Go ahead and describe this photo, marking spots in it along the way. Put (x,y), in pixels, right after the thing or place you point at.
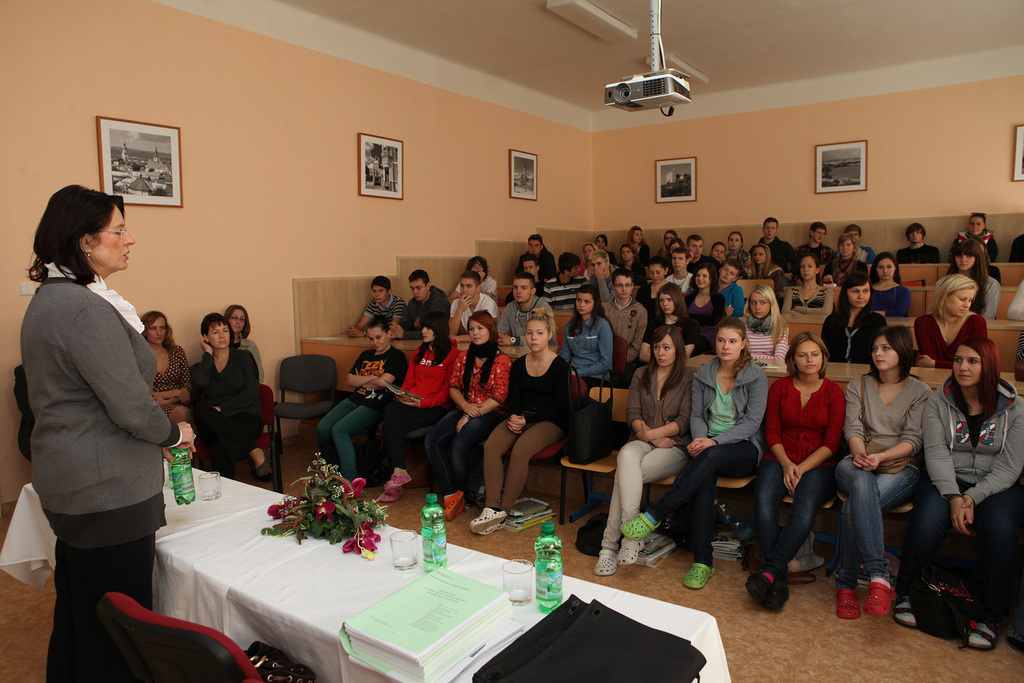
In the image there are many people (697,395) sitting on benches (357,338) in the back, on the left side (102,427) there is a woman (103,225) standing in front of table (336,669) with papers (376,626), books (397,609), flower vase (323,514) on it and there are photographs (172,168) on the side of the wall (502,172) with a projector (647,77) in the middle of the ceiling (620,67).
